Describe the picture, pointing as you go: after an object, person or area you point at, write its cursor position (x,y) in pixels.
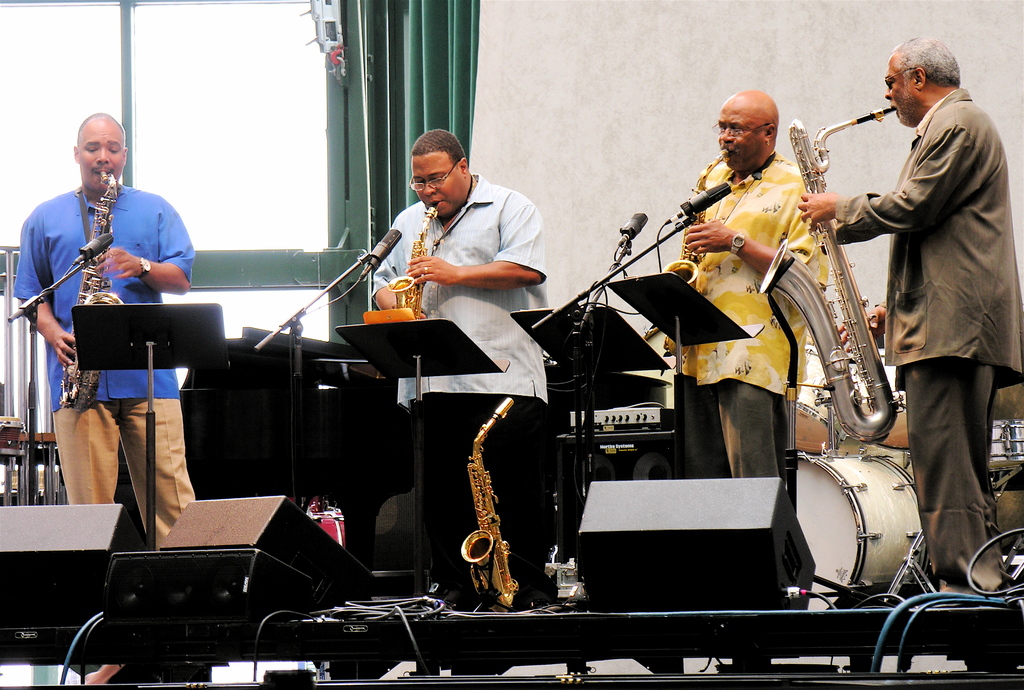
In the image there are few men (87,142) playing saxophones (840,392) in front of mic (102,248) on a stage (749,668) with drums (821,562) behind it and on the left side (200,64) there is window (250,74) with curtain (437,38).
